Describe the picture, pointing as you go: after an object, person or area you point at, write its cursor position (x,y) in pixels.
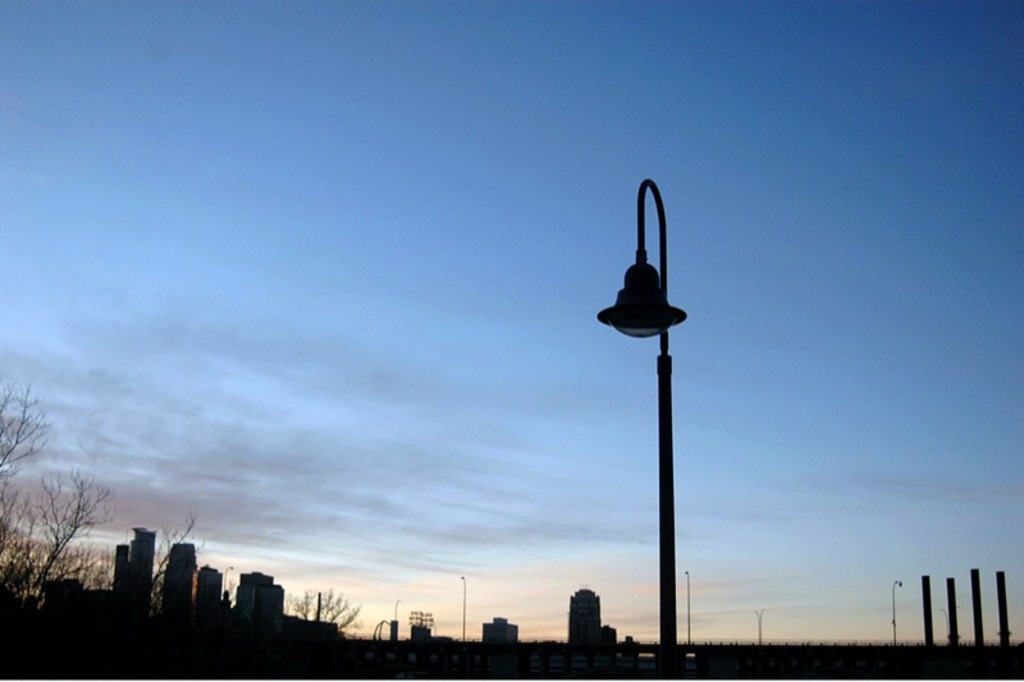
In this image, It looks like a light pole (644,313). I can see the buildings (249,605). On the left side of the image (23,407), these look like the trees (37,598). I think these are the poles (929,597). This is the sky (558,157).
